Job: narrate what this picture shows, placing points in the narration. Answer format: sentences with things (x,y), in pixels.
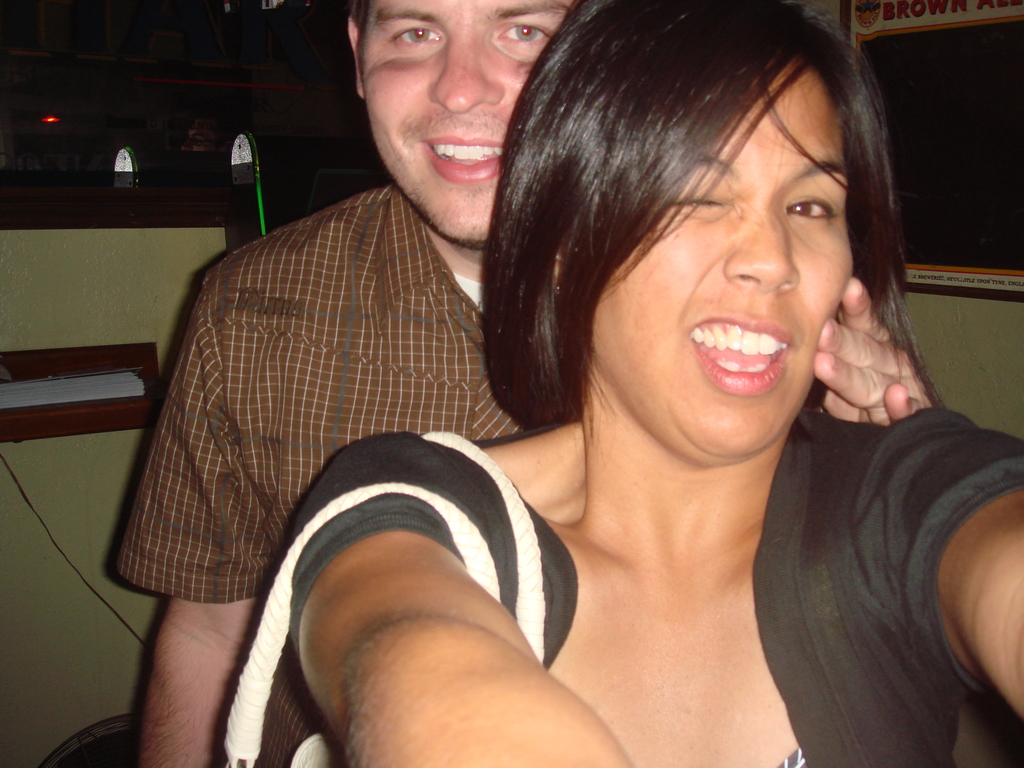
In this image, we can see persons (640,557) wearing clothes (909,531) in front of the wall (124,324).
